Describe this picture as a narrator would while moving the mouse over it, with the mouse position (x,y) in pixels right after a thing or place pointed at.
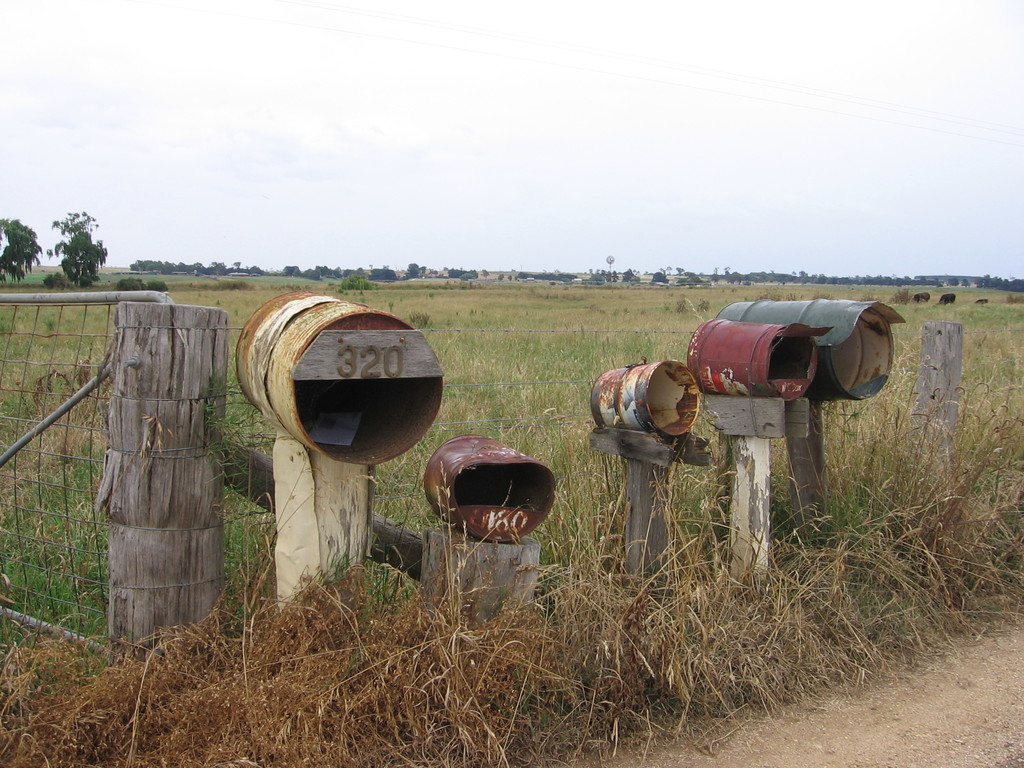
In the background (618,105) we can see the sky (461,113) and trees (363,281). Far we can see the animals (954,301) in the field (738,298). On the left side of the picture (75,326) we can see the fence (32,395) and a wooden pole (156,533). In this picture we can see the barrels (841,331) placed on the poles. At the bottom (911,697) we can see the ground (857,716) and the dried plants (696,642).
